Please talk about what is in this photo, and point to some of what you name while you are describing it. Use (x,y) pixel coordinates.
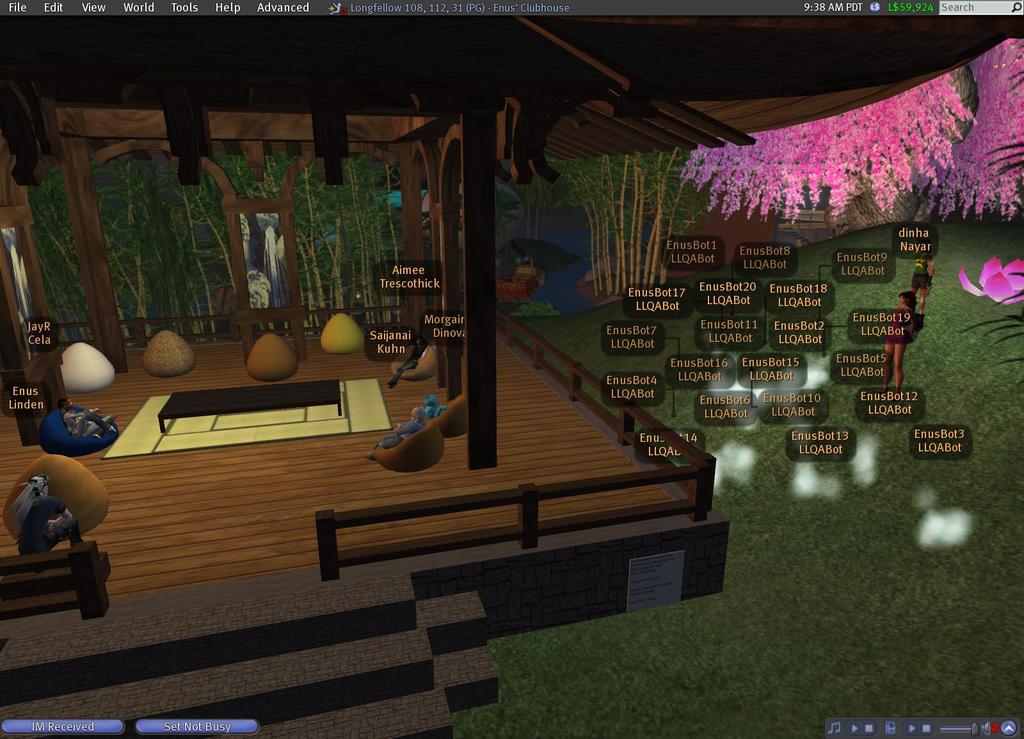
This is an animated image in which there are objects (224,401) on the floor (325,358) and there is some text (710,334), there are flowers (844,177) and trees (608,213) and there is grass (882,589).
